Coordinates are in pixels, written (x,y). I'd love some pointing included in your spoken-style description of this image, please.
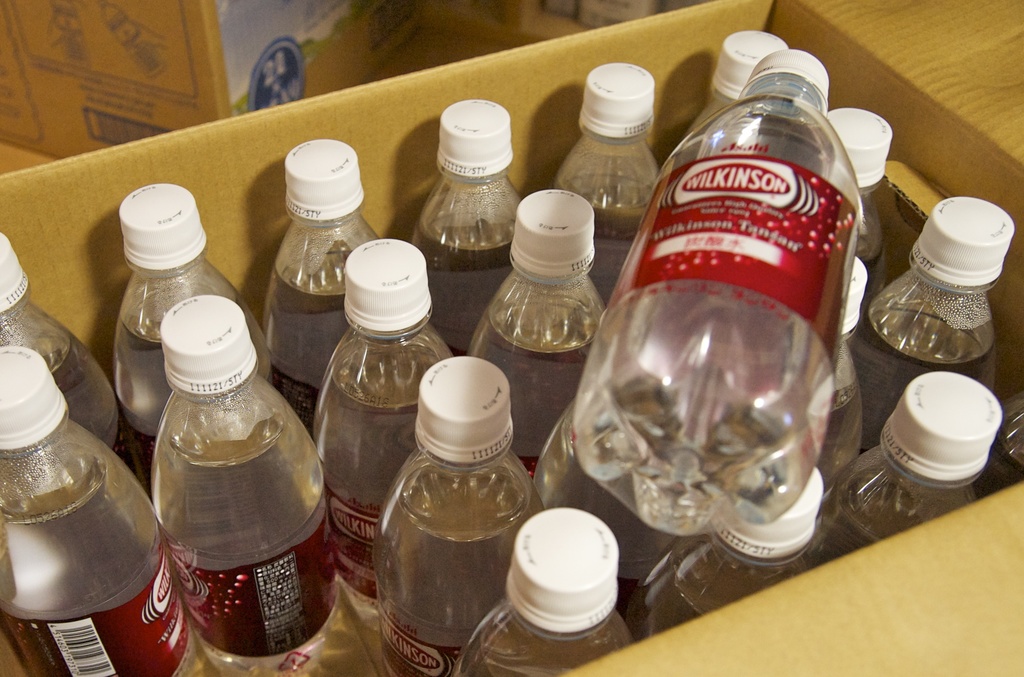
In this image, there is a box (681,40) contains some bottles (477,215). These bottles (477,215) has labels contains some text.
